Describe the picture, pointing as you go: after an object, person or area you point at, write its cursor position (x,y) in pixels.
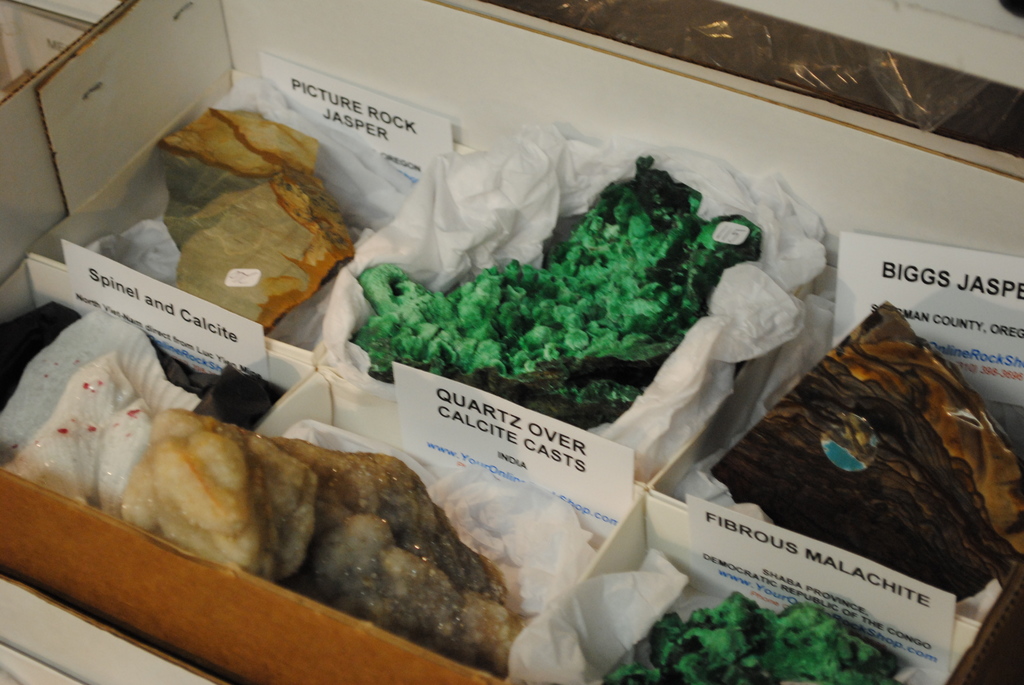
In this image, we can see some small boxes (44,290), in that boxes (130,140) there are some rocks (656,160) kept.
